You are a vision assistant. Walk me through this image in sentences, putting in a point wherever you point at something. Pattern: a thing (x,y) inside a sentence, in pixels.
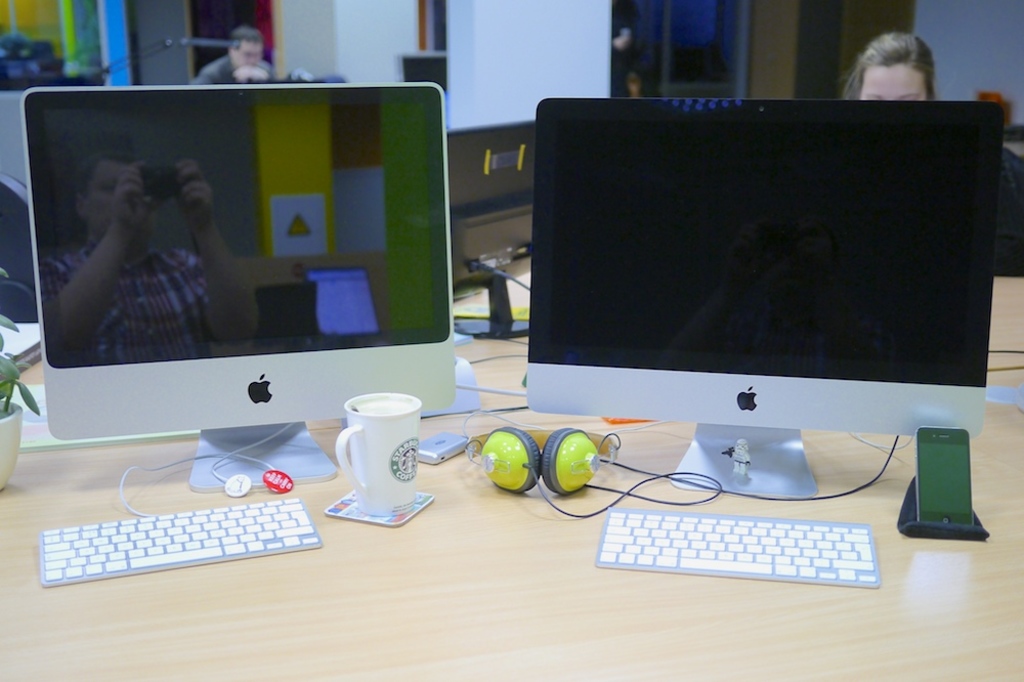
There is a table (576,611). On the table (576,611) two computers (536,335), keyboards (176,533), glass (403,460), headsets (496,475) and a mobile phone (933,488) is there. Behind them some persons (877,95) are sitting and building (401,43) is over there.
